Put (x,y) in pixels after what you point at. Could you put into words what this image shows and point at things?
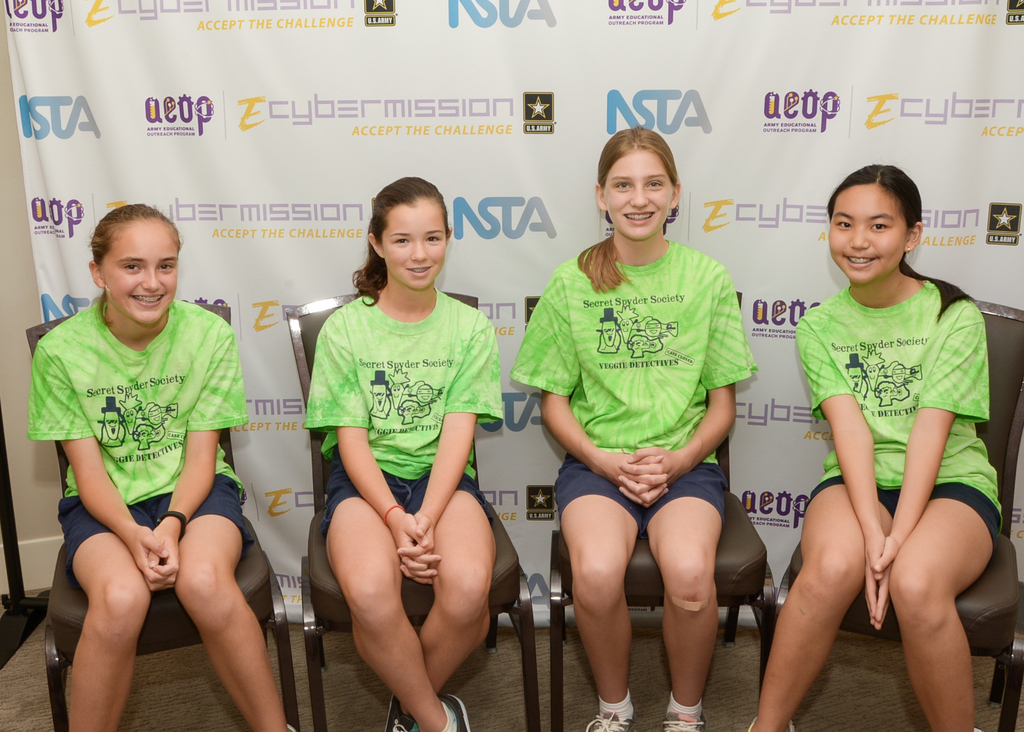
This picture describe about four girls (151,364) wearing green color t-shirt (608,411) and shorts (975,499) sitting on the chair (717,553), smiling and giving a pose in the camera. Behind we can see white color banner (959,223).
